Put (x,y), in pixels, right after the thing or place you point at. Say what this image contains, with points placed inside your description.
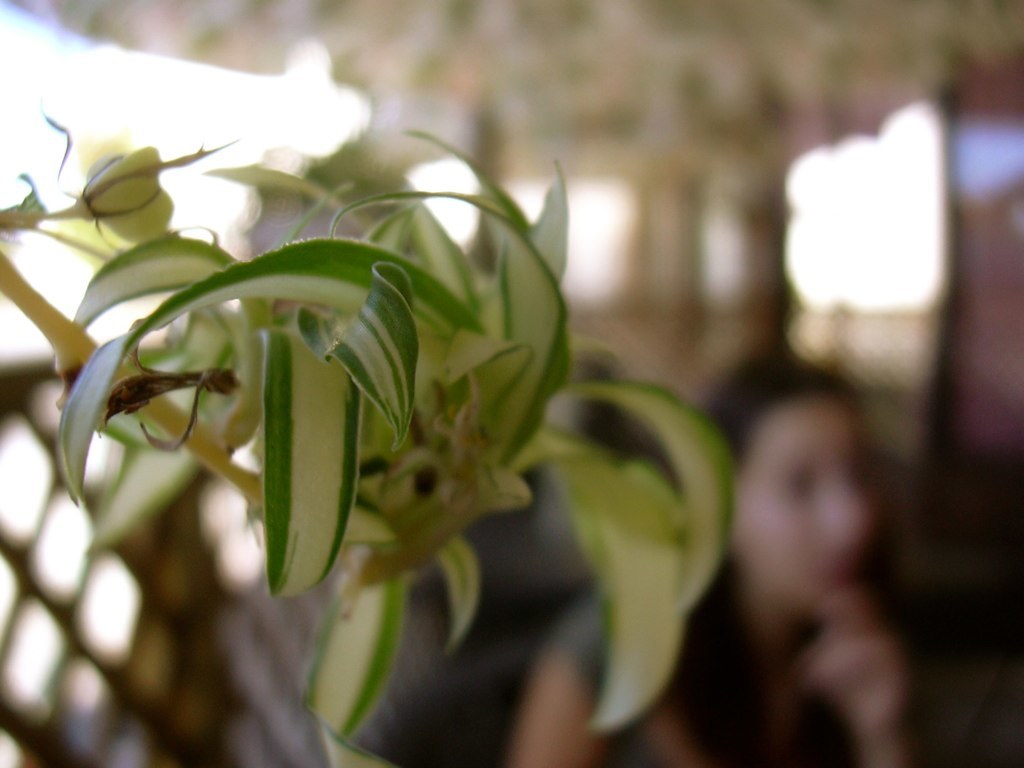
In this picture we can see plant (407,421) and behind we can see a woman (782,677).
